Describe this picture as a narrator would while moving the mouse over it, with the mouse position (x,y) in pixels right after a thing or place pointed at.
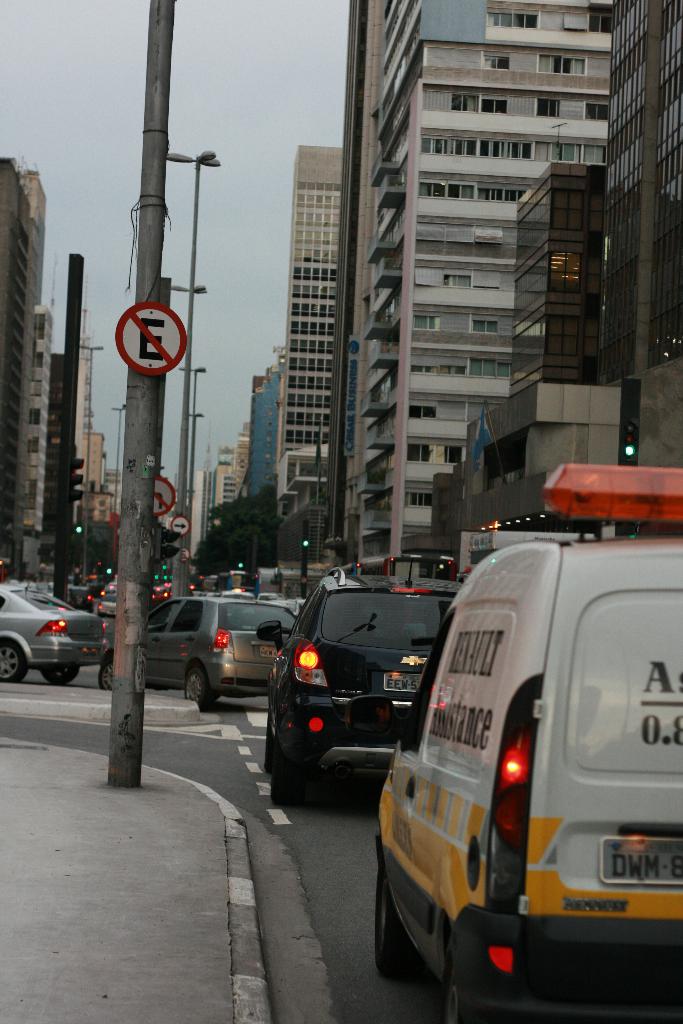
This picture is clicked in the city. At the bottom (412,853), we see the cars (441,701) are moving on the road (354,848). On the left side (132,743), we see a footpath (174,778) and a pole (162,145). We even see a board (135,347) in white and red color. There are trees (229,534), buildings (299,379) and poles (188,542) in the background (27,420). At the top (209,101), we see the sky (176,93).
